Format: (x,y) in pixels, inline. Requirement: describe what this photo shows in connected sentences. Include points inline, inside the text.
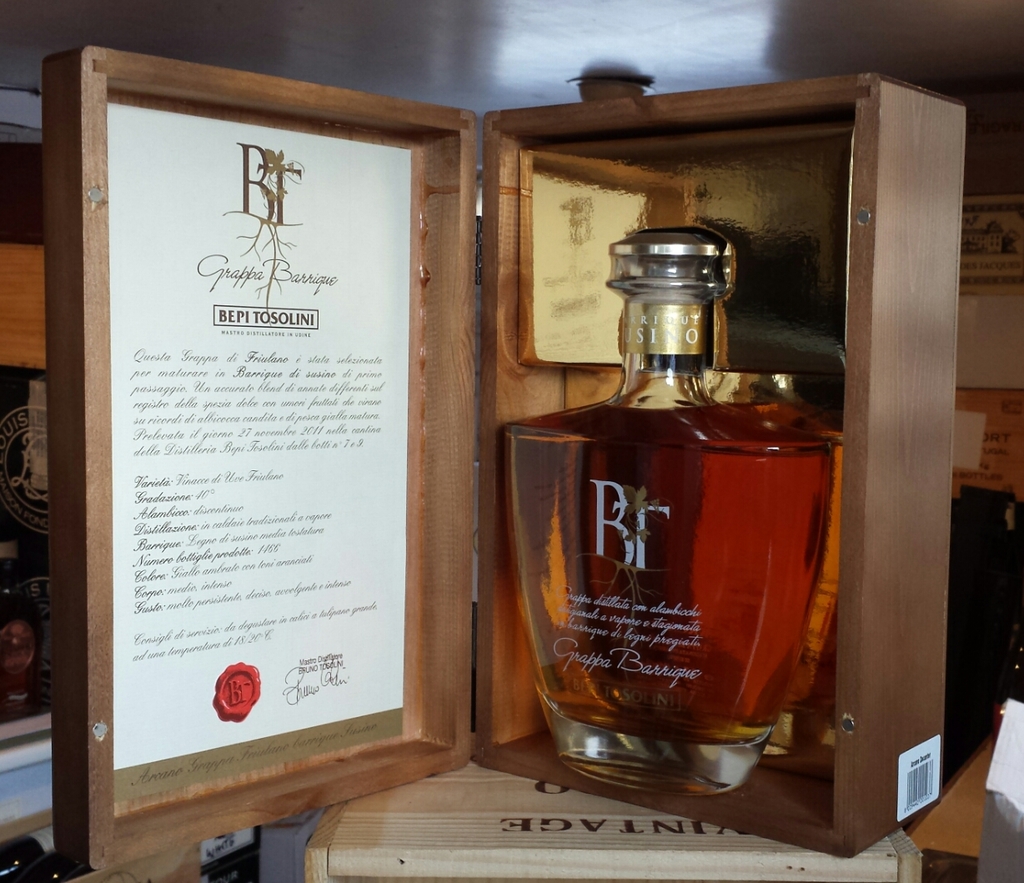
In this i can see a box (493,602). on the box (518,709) right side (706,527) i can see a bottle (565,589). and Left side there is some paper (149,123) attached to the box (133,98), there is some text (261,421) attached to the box (119,103). And on the right side of the box (858,760) there is some label (920,784) attached to the box (874,724).
